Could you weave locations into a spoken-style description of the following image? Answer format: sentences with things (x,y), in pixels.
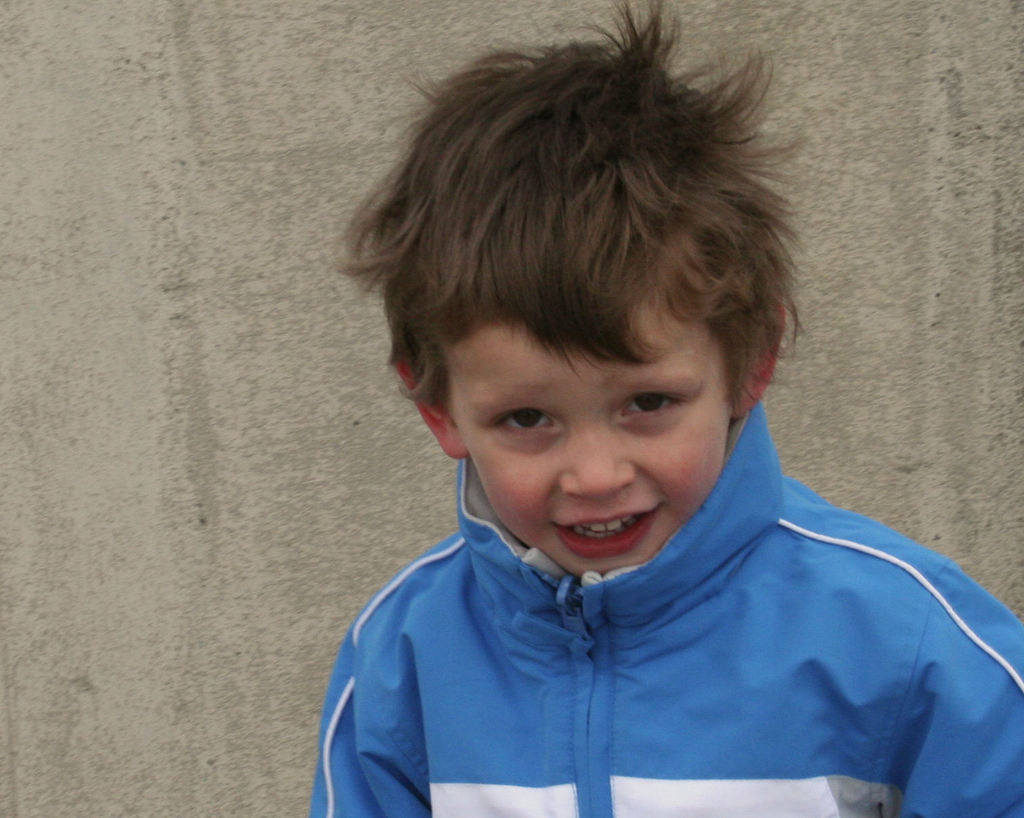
In the image in the center (436,329) we can see one boy (636,577) standing and he is smiling, which we can see on his face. And we can see he is wearing blue and white color jacket (601,712). In the background (965,26) there is a wall (719,61).
